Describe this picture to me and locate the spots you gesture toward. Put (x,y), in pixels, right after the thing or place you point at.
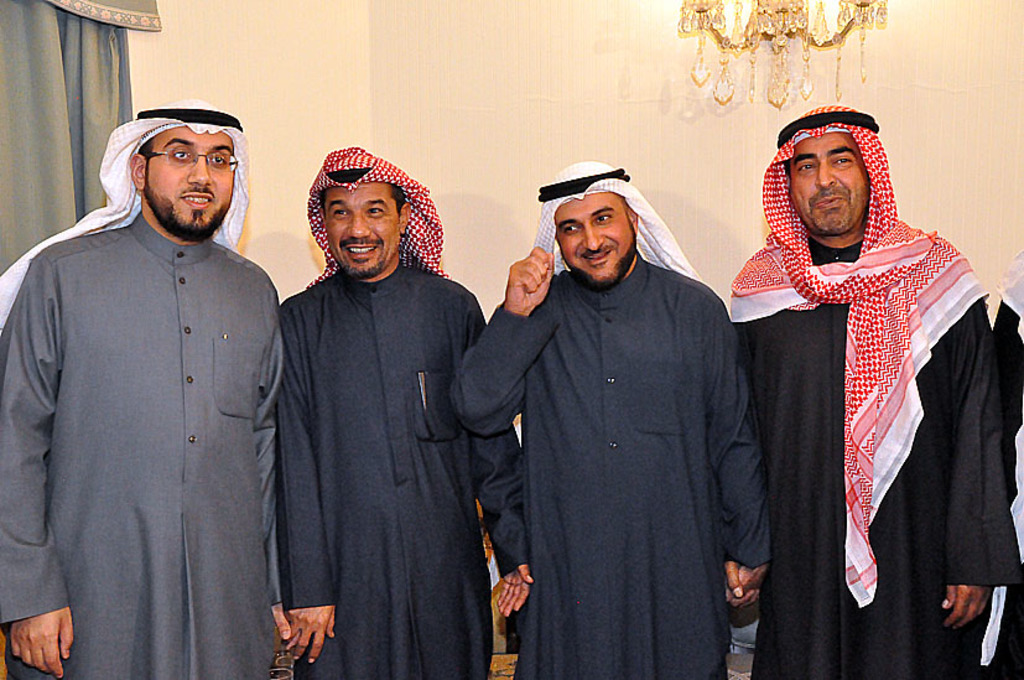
In this picture there are four persons (529,441) standing and wearing a cloth (542,230) on their head (231,174) and there is jhoomer (775,29) in the right top corner (788,35) and there is a curtain (58,91) in the left top corner (40,124).
